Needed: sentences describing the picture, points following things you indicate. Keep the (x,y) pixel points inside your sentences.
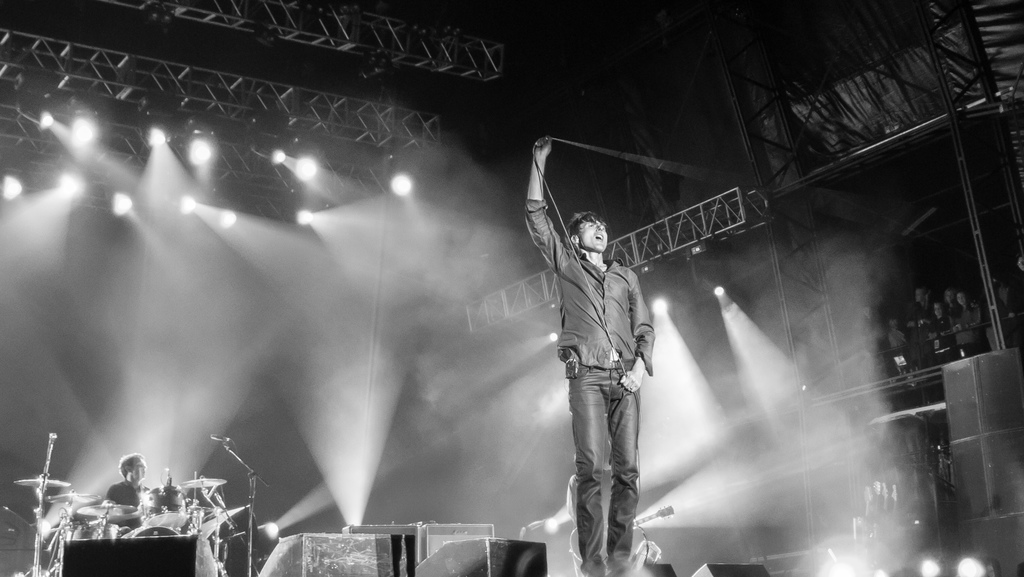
In this black and white picture there is a person (632,357) standing in the middle of the image (600,366). He is holding a wire (553,200) in his hand (642,369). Behind him there is a person (620,508) holding a guitar (663,517). Left side (142,483) there is a person (121,498) behind the musical instrument (104,521). Right bottom there are few lights (858,573). Left side there are few lights (14,187) attached to the metal rods (336,114).
